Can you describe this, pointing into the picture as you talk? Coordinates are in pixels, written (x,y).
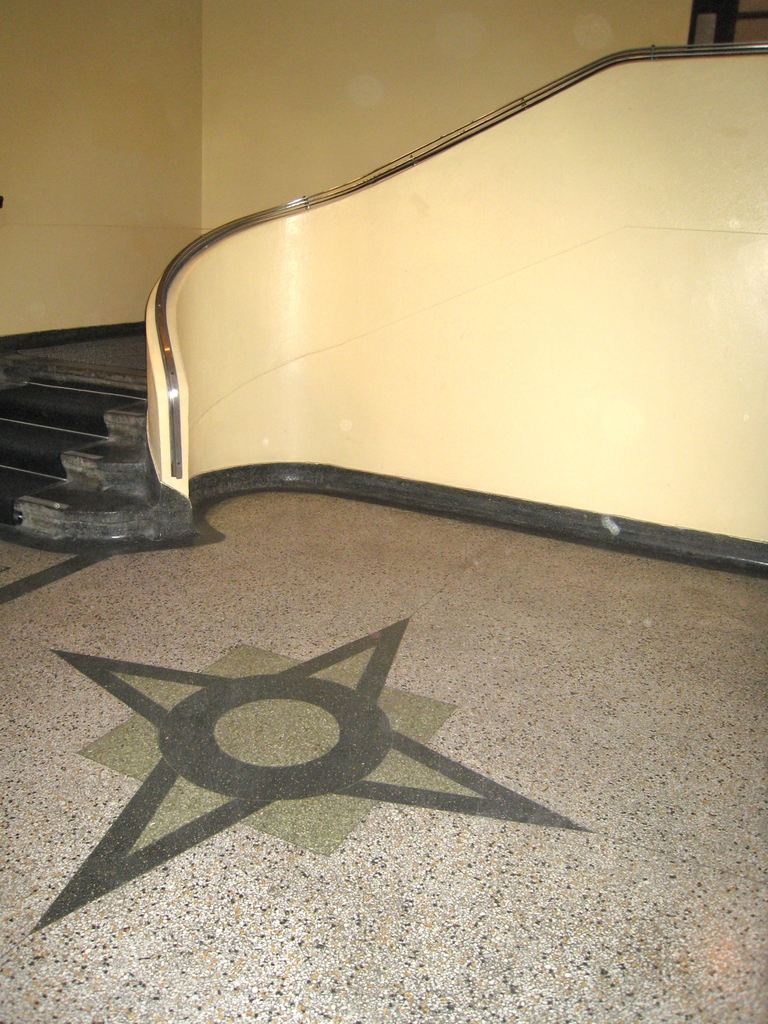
The picture is taken in a room (281,588). In the foreground of the picture (172,635) there is a design (343,665) on the tiles (218,677). On the left (87,453) there is a staircase (94,432). In the center (290,386) it is wall (394,252). In the background (241,49) the wall (251,32) is painted yellow.
